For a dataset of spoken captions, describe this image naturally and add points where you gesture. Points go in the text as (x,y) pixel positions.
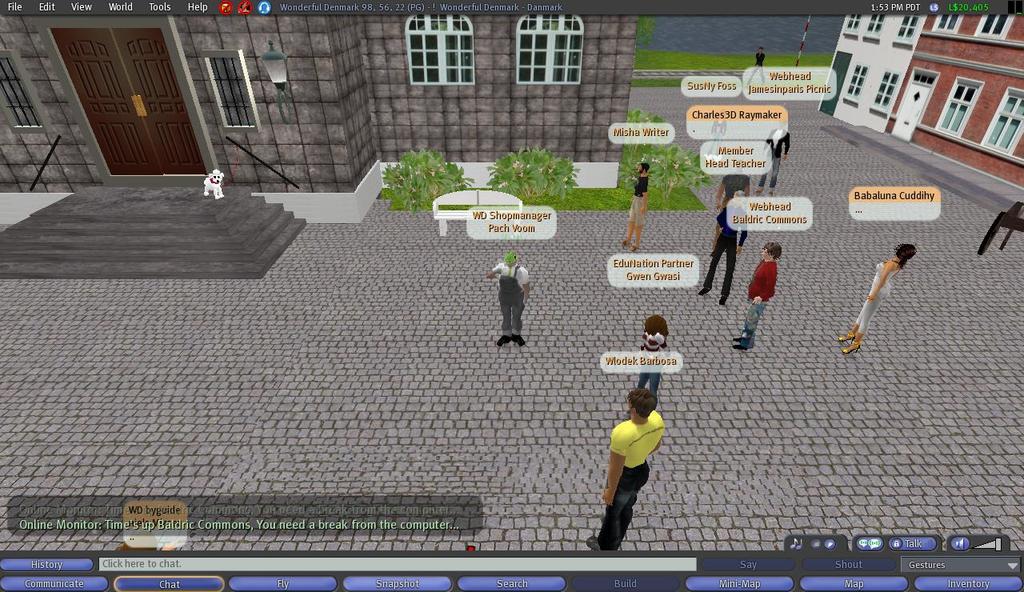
This is an animated image which is clicked outside. On the right (774,194) we can see the group of people (637,410) standing on the ground (837,288) and we can see the plants (631,166), small portion of green grass (573,202) and we can see the houses (308,69), windows (554,67) and doors (918,104) of the houses (272,105) and there is a white color animal (221,173). In the background (679,55) we can see the ground (776,452), green grass (816,57) and we can see the text (316,524) on the image.
